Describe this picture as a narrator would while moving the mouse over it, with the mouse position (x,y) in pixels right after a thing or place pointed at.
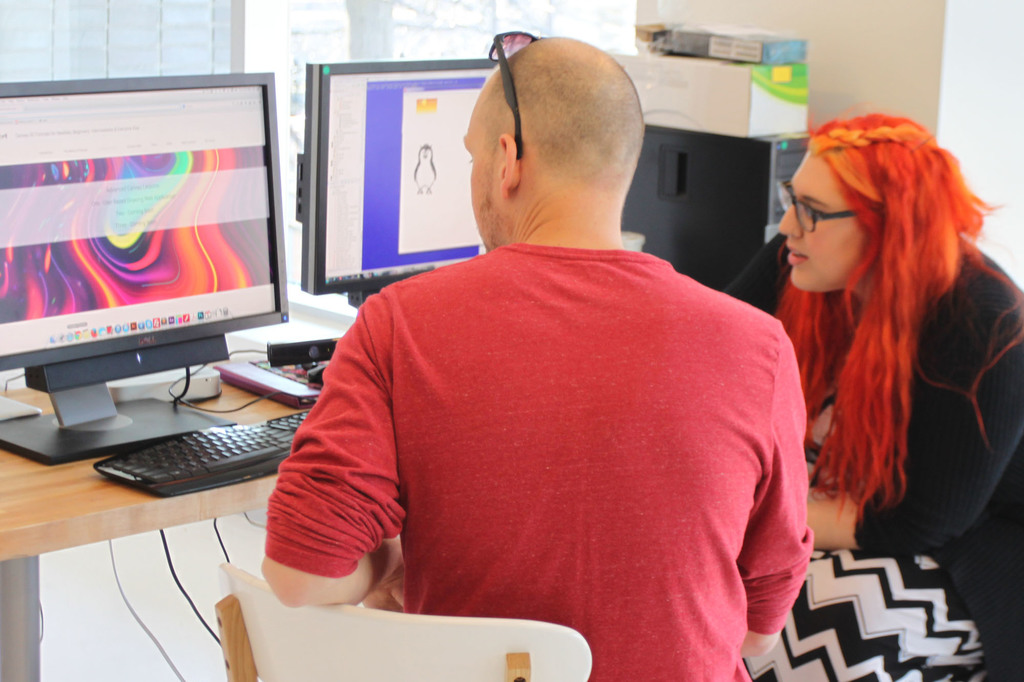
There are two persons (597,410) sitting in front of the desktop (171,263). They are sitting on chairs (506,640). On the right (906,222) there is a lady (935,347) she is having orange hair (889,276), she is wearing black dress (970,475). In the middle (534,339) one man (519,326) is sitting wearing red t-shirt (567,463). In the background (111,36) there is window (208,27).
